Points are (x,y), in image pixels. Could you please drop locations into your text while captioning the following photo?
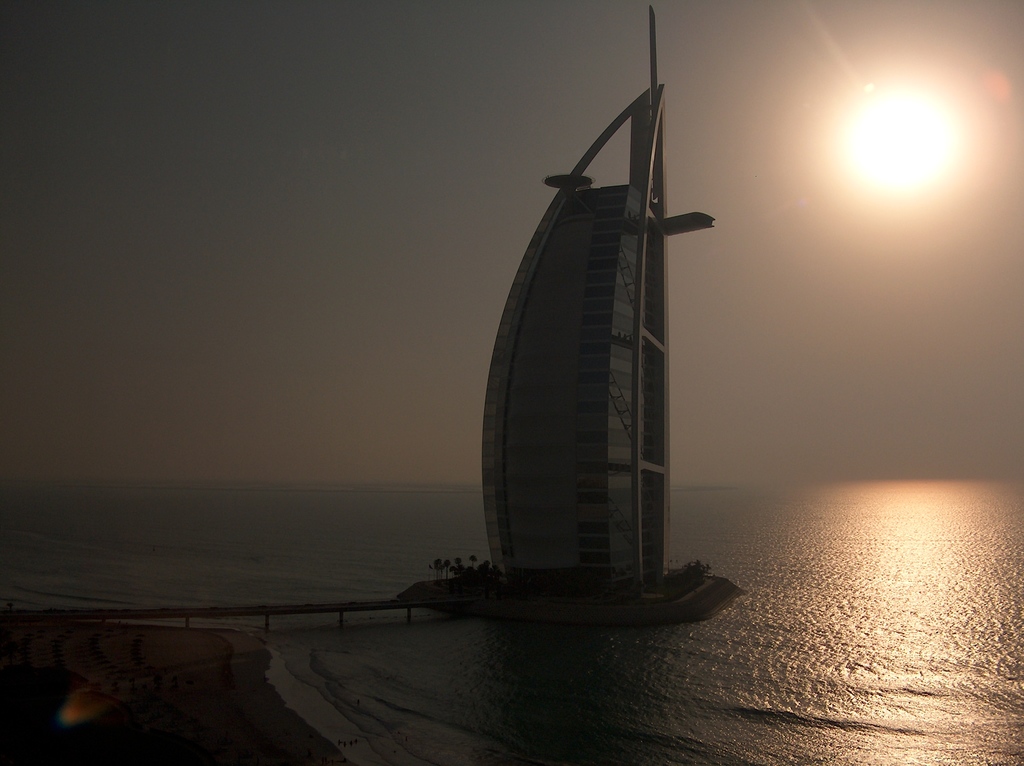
It is a building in the middle of an image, in the right side (873,158) its a sun (886,165). This is water (900,615).
